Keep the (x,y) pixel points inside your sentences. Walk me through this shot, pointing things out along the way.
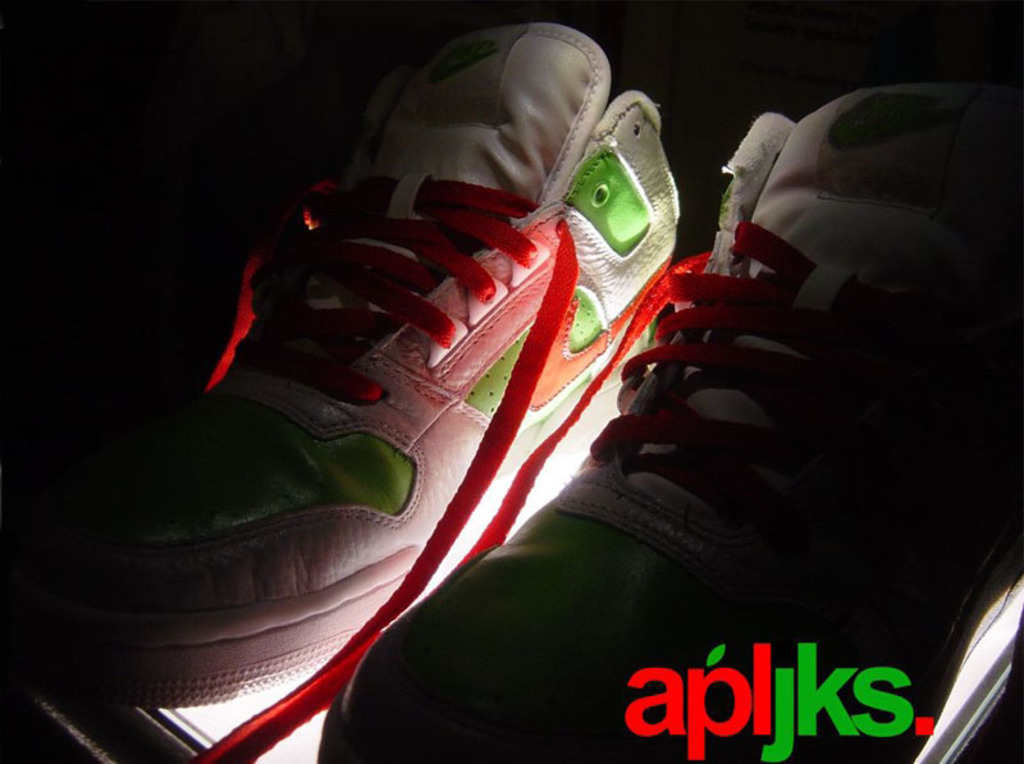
In this image I can see a pair of shoe (587,504) which are white, red and green in color and I can see the dark background (652,51) and light (450,555) below the shoe (453,517).
